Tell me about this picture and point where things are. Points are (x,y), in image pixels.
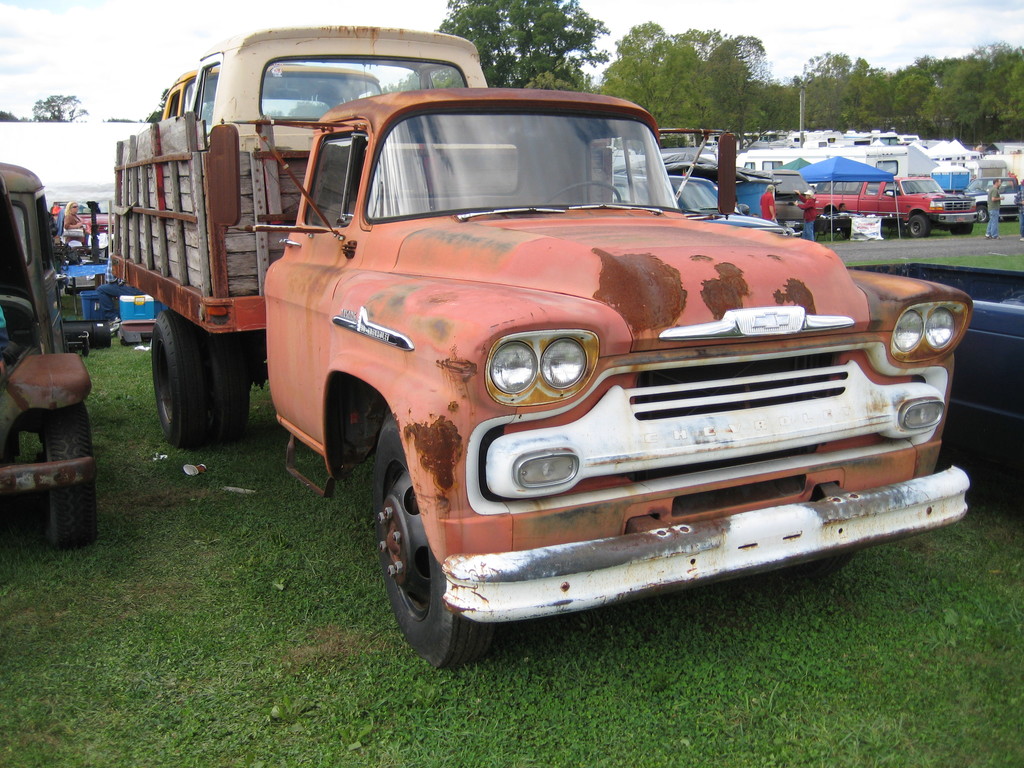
In this image in the front (383,565) there's grass (779,661) on the ground (875,690). In the center (400,496) there are cars (245,297). In the background (731,130) there are trees (749,130), tents (841,163), vehicles (983,163) and there are persons (996,198) and the sky (125,61) is cloudy.
